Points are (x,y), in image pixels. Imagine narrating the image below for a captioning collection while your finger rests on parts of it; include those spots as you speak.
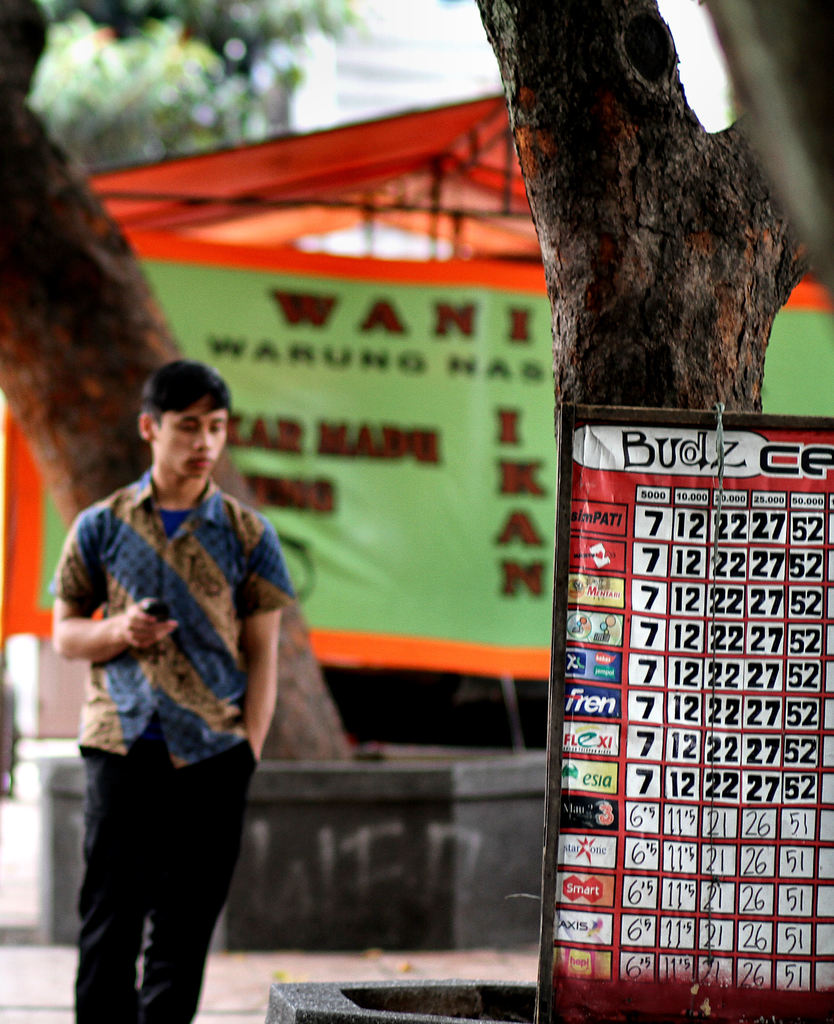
In this image we can see a person (181,632) standing and holding an object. In front of a person (108,730) we can see the tree trunk (629,334) and board (653,759) with text (649,781) and images (601,884). In the background (351,625), we can see the other tree trunk (161,327) and banner (393,344) with text (504,427) and tent (348,201).
